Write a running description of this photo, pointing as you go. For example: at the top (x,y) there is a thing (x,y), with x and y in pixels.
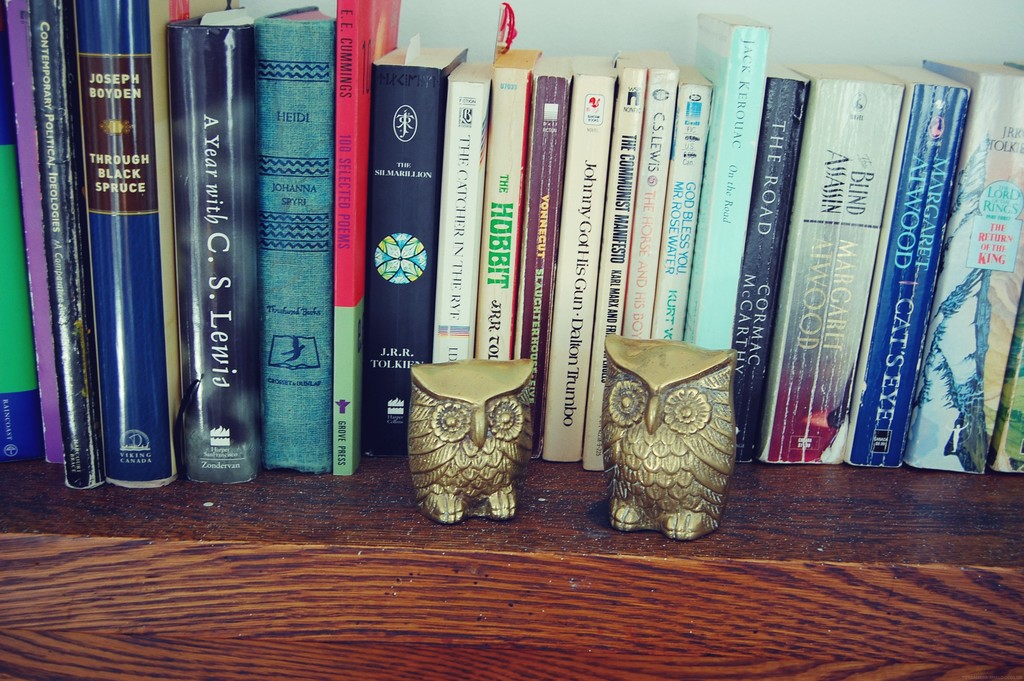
In this image in the front (449,435) there are objects (620,462) which are golden in colour and in the background (347,234) there are books (379,261).
